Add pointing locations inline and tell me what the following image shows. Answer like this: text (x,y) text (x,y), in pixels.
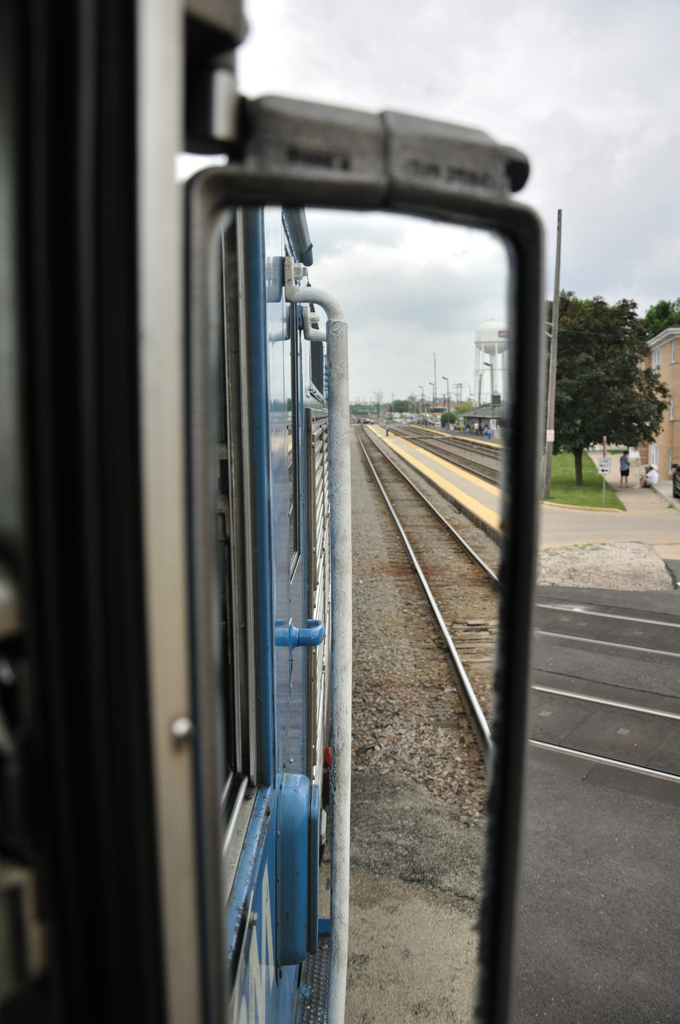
In this picture, we see a train (265,594) in blue color is moving on the tracks (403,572). Beside that, we see the railway tracks (374,486). On the right side (620,485), we see the platform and we see the people (656,468). Behind them, we see the tree (578,461) and a board (606,471) in white color. There are trees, buildings (474,421), a tower (490,396) and street lights (448,390) in the background (483,360). At the top (438,330), we see the sky (438,382).
